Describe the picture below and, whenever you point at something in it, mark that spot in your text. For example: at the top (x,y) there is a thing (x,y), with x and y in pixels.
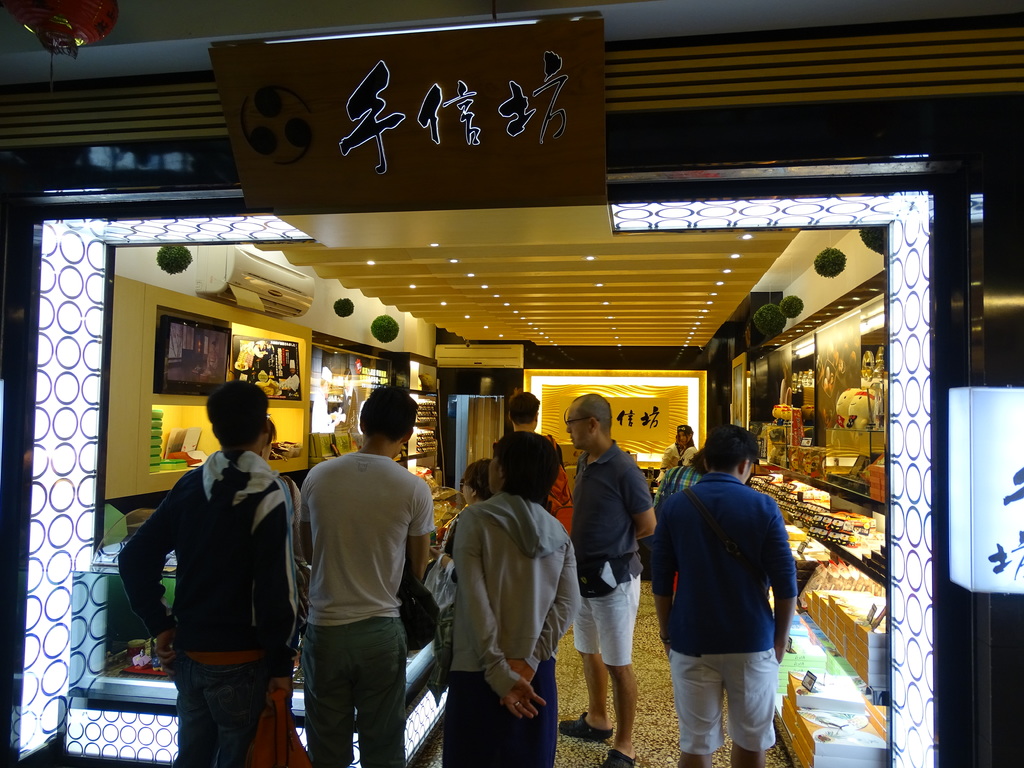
In a given image i can see the inside view of the store (447,456) that includes air conditioner (493,359), people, decorative objects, lights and some other objects (165,351).
